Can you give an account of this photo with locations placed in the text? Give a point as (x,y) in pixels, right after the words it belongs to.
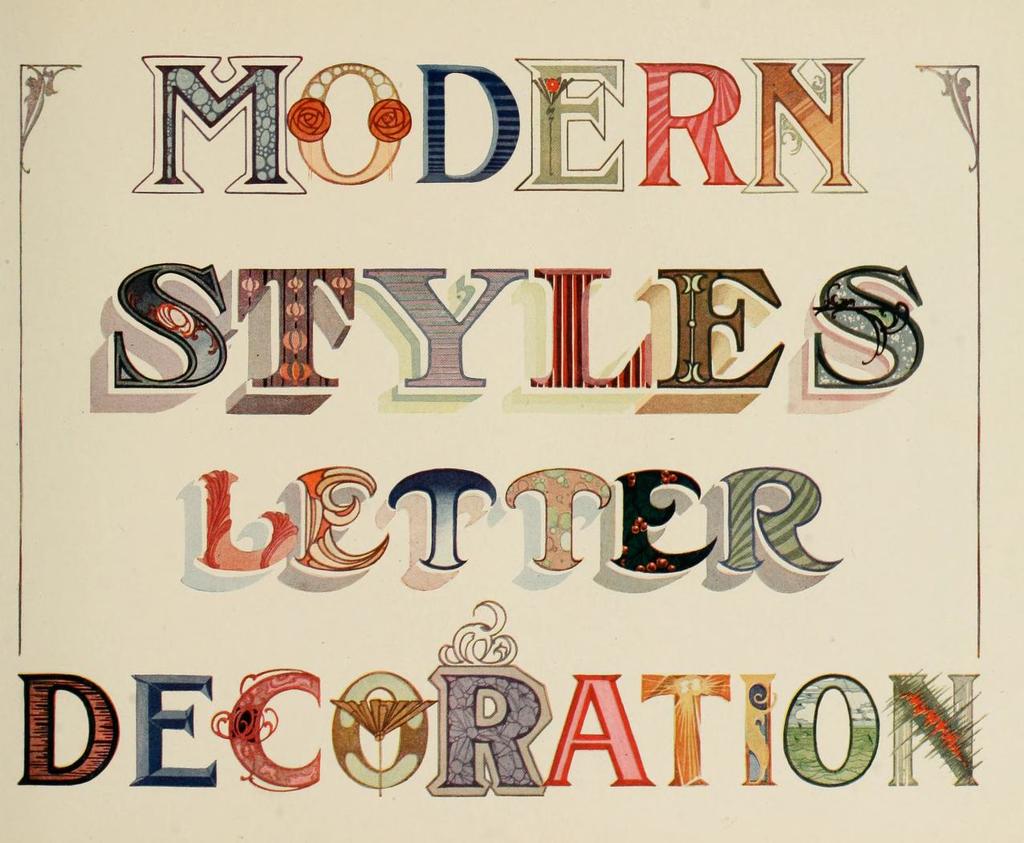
In the image in the center (525,478), we can see one paper (522,489) and we can see something written on it.
